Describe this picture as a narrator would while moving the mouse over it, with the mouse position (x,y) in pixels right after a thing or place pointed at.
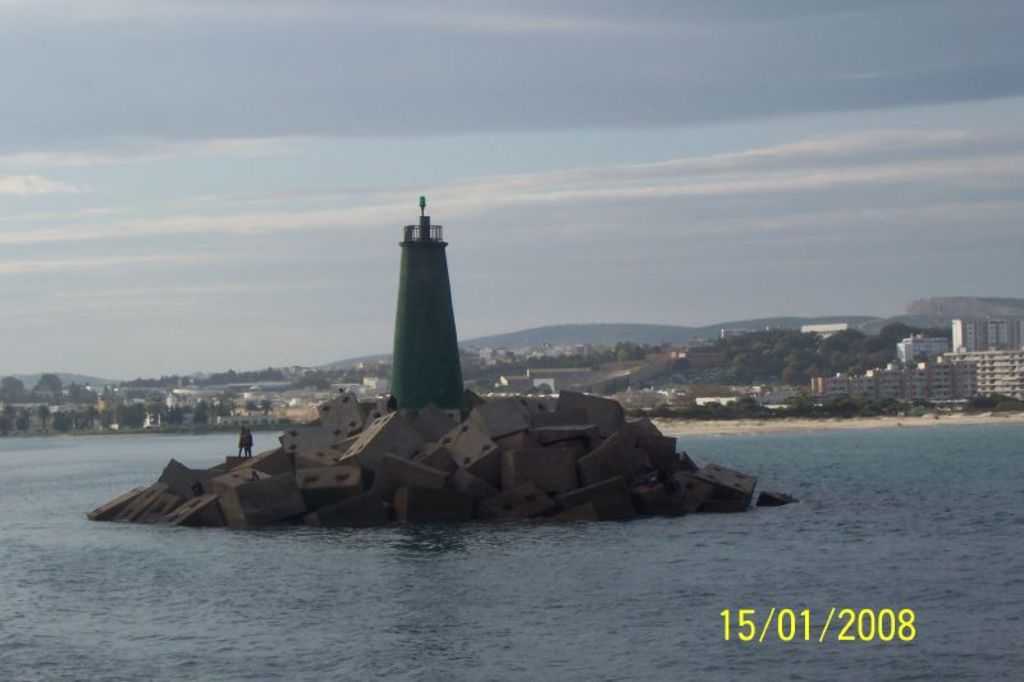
In the center of the image (447,345) we can see a lighthouse (438,336). We can also see some rocks (437,483) around it, a large water body (608,650) and two people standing on the rock (265,464). On the backside (913,405) we can see a group of buildings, trees (907,411), the hills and the sky (709,264) which looks cloudy.
